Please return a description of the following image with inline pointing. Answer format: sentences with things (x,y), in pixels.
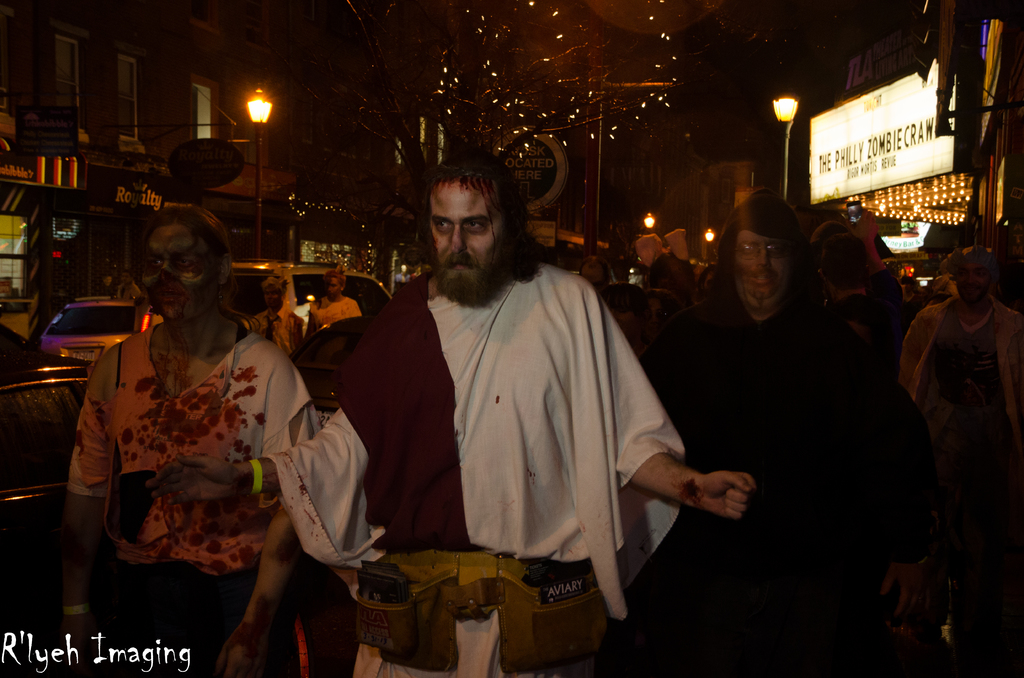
In this image I can see number of people (544,328) are standing and in the front (583,390) I can see few of them (701,522) are wearing costumes (438,324). In the background (52,575) I can see few vehicles (318,374), few buildings (63,226), few poles (599,205), number of lights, a tree (416,104) and number of boards (895,108) on these buildings (255,177). I can also see something is written on these boards (822,148) and on the bottom left side of the image (151,647) I can see a watermark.
